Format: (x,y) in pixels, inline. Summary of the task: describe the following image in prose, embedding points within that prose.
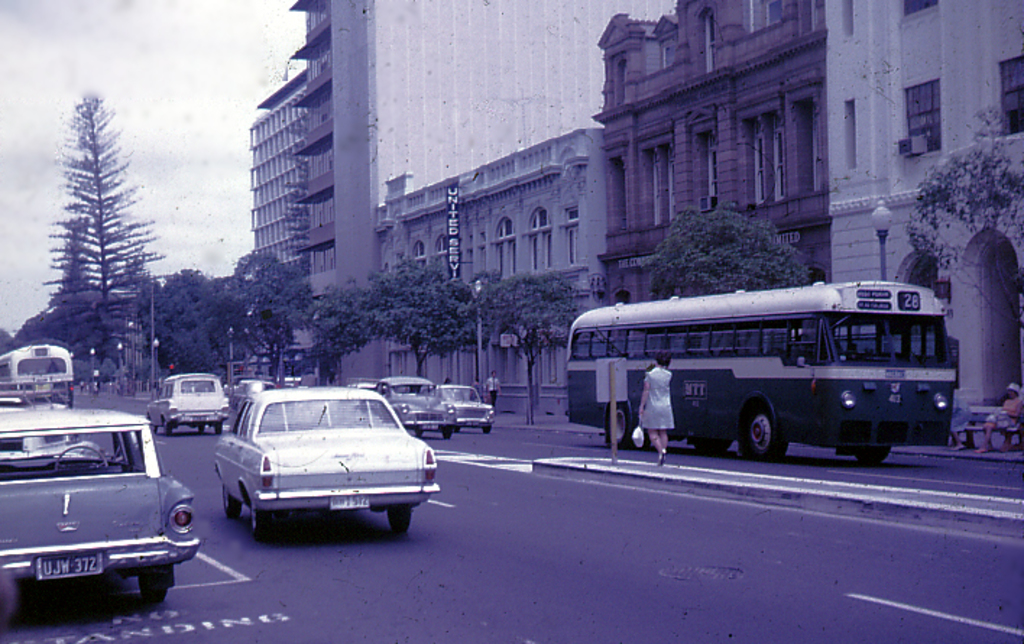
In this image I can see road (503,530). On the road (547,525) there are vehicles (256,431). To the side of the road (211,489) I can see few people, poles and trees (446,315). In the background (416,257) I can see the building (539,168) with windows (652,150) and the sky (114,121).
